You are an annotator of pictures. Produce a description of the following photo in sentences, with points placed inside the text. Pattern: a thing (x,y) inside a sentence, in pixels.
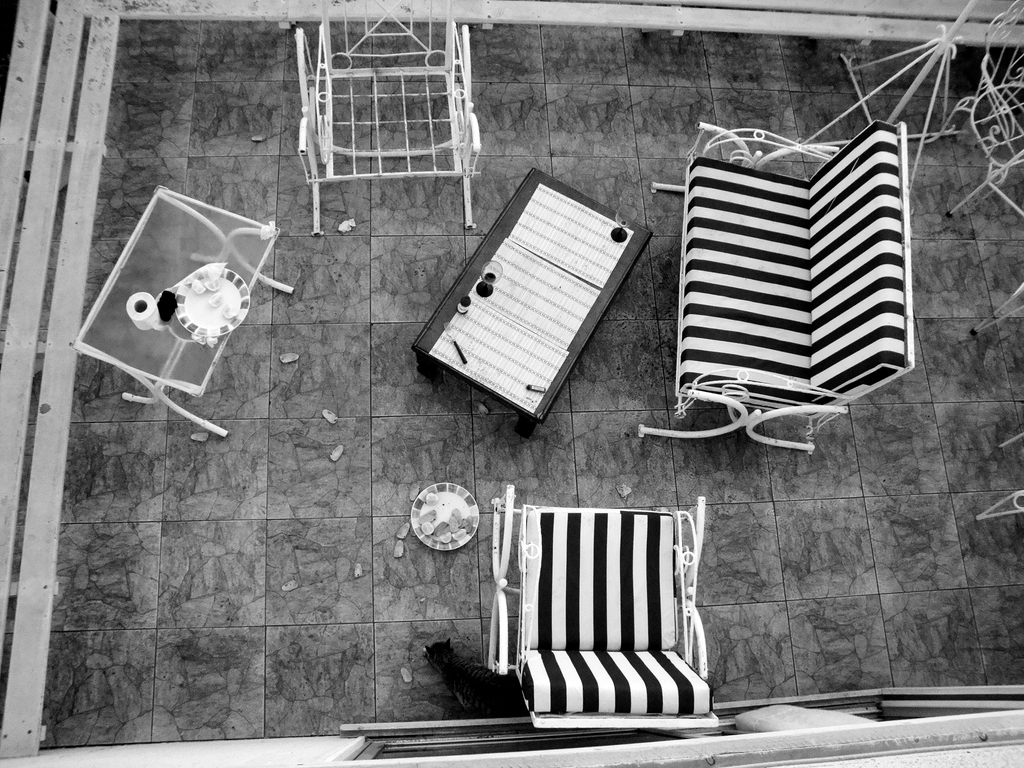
This is a black and white image. I can see a small couch (780,339) with a black and white cushion (834,312) and a chair (585,579). This is a small glass table (220,250) with a plate (179,303) and a tissue roll (130,311) on it. This is a table (562,328) with mat (510,259) and wine glasses (488,290) on it. Here is another plate (435,536) with some food (442,537) placed on the floor (377,509). This is a chair (324,170) without any cushion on it. I can see a kind of animal (459,666) here behind the chair (509,666). This looks like a window (912,708).
